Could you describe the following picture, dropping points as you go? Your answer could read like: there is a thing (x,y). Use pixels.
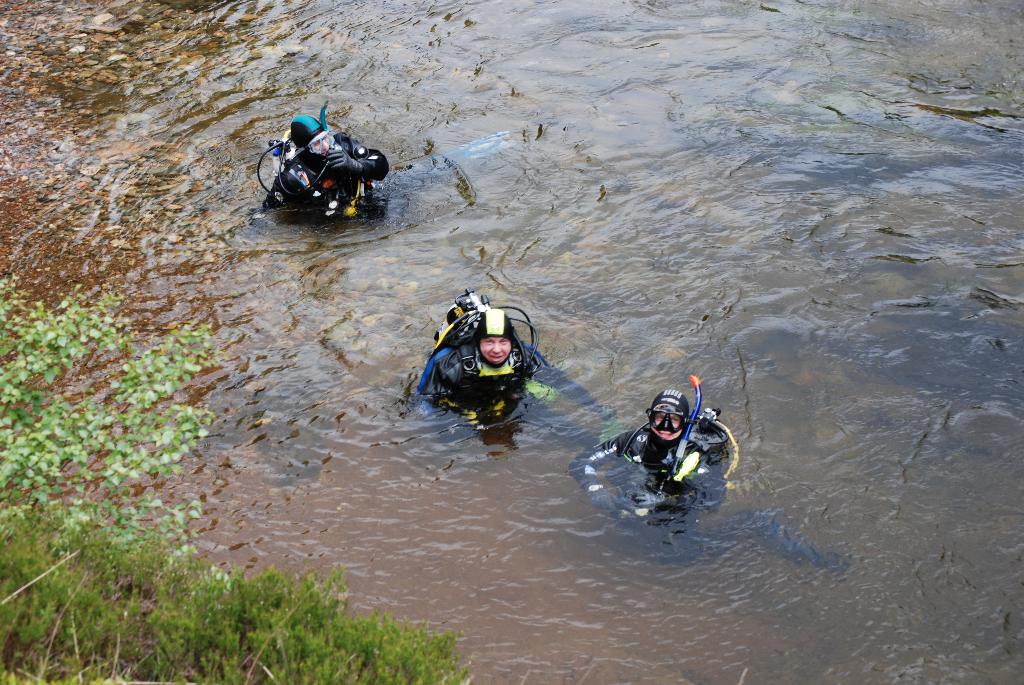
In this image we can see some people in a water body (413,444). We can also see some plants (175,600).
